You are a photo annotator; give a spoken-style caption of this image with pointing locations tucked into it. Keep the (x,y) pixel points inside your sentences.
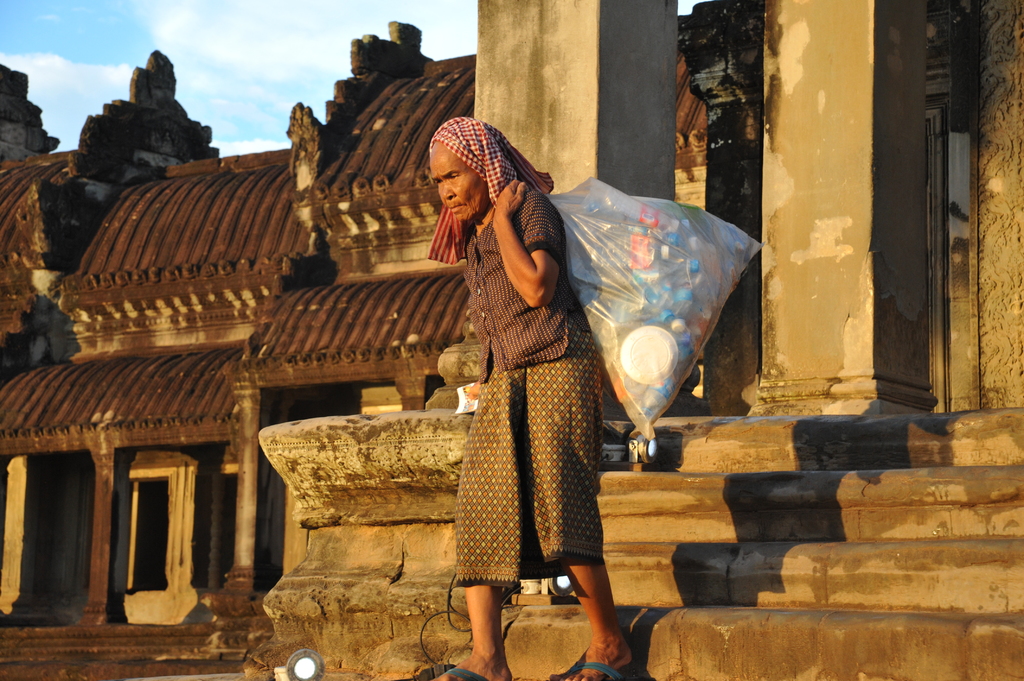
In the image there is an old woman (536,180) carrying a bag (646,236) of plastic bottles (633,238) walking on the steps (806,577) and in the back (383,165) are ancient buildings (242,319) and above its sky (173,47) with clouds (207,31).
